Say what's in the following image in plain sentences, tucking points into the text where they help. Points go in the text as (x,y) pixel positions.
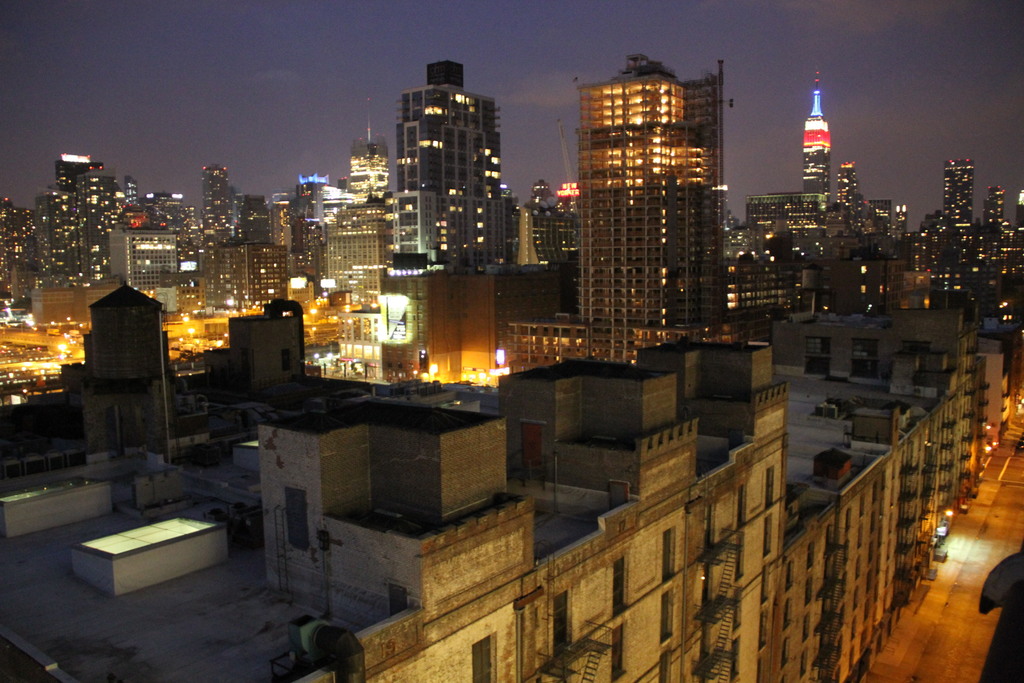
This picture is clicked inside the city (887,436). On the right (976,538) we can see the street (985,526). On the left (188,395) we can see the buildings (343,257), skyscrapers (604,166), the sky (93,110) and the lights (188,330).
